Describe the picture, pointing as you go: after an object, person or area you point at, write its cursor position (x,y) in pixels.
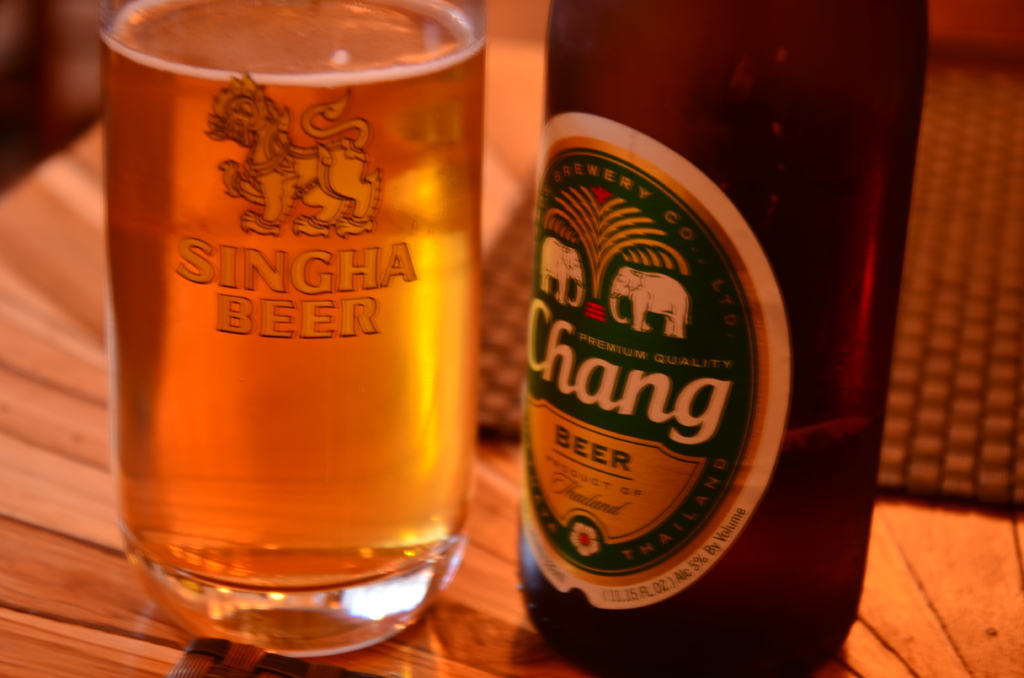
We can see a bottle (788,531), mat (1004,431) on the table (906,608).
